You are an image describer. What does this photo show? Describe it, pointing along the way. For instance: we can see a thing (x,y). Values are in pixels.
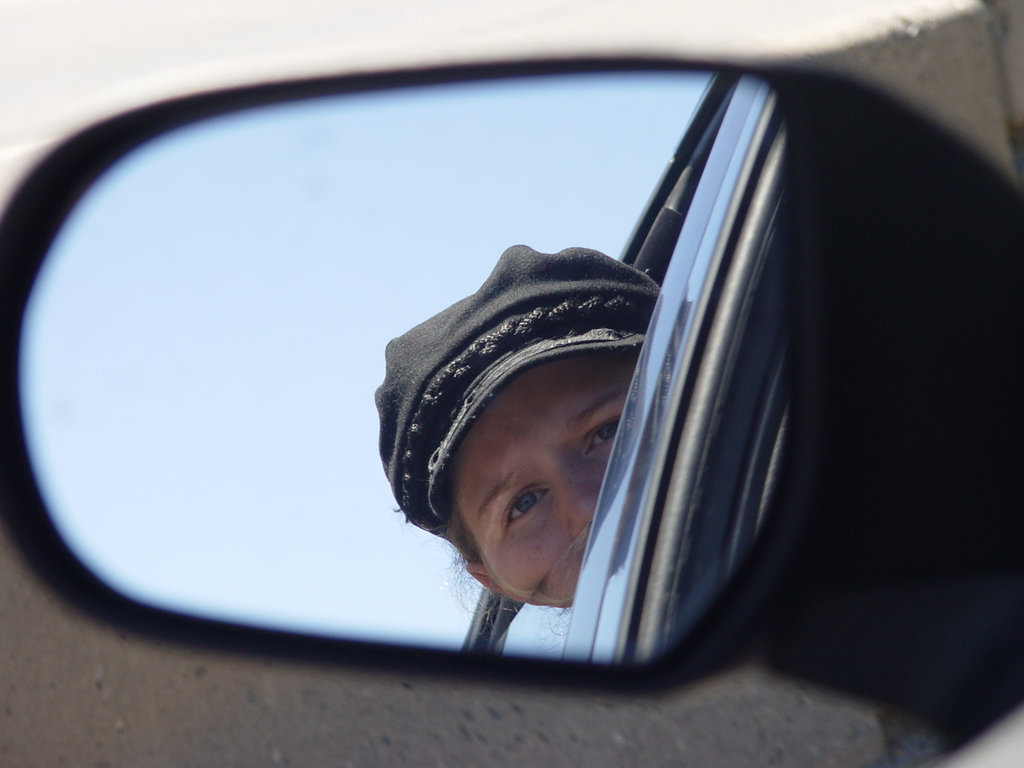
In the picture I can see the vehicle mirror (395,586) in which I can see the reflection (439,466) of a person (495,505) wearing the cap (529,324) and peeping their head (518,516) through the window (605,602) and I can see the sky (237,335) in the background (236,524).
